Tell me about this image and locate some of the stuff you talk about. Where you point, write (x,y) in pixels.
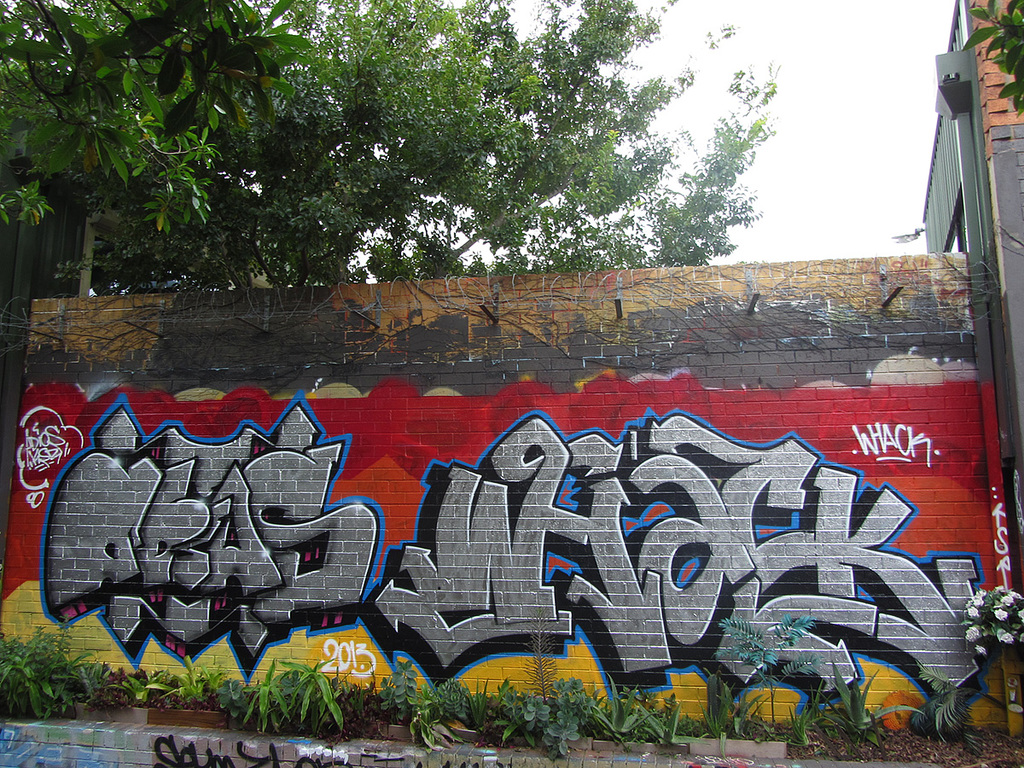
In this image we can see graffiti (702,654) on the wall (368,463). In the background (488,193) we can see group of plants (428,722), trees (719,163), building (967,143) and the sky (872,171).
